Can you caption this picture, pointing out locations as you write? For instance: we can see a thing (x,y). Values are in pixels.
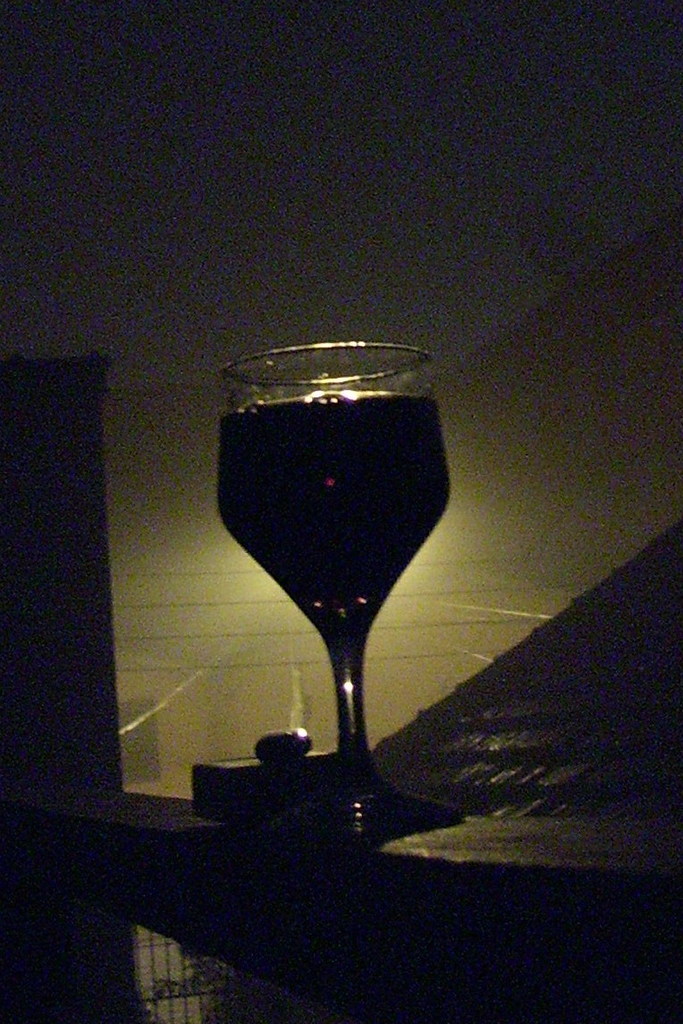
This is a zoomed in picture. In the center (403,483) there is a glass (363,361) of drink (333,479) placed on an object (386,858). In the background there is a wall (524,305) and some other objects (22,715).
